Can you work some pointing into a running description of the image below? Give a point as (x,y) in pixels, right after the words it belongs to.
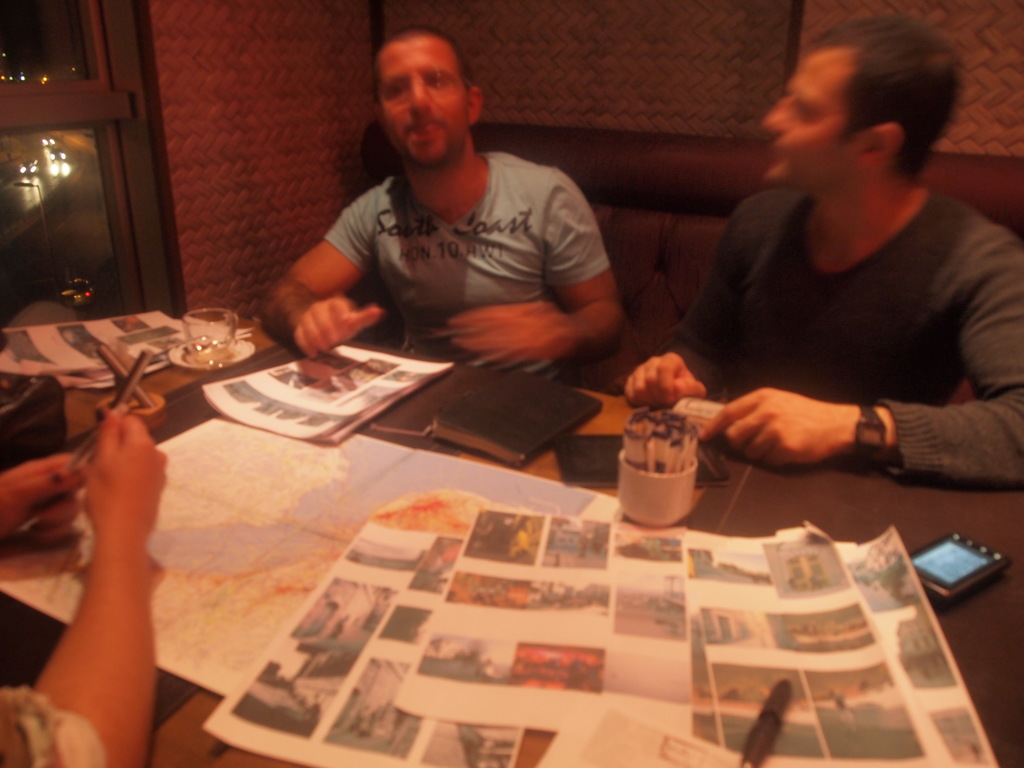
In this picture there are two people (897,369), they are sitting on the chairs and there is a table (1,597) in front of him, on which there are news papers (328,598), cup (228,335) and saucer (227,362) are there.
